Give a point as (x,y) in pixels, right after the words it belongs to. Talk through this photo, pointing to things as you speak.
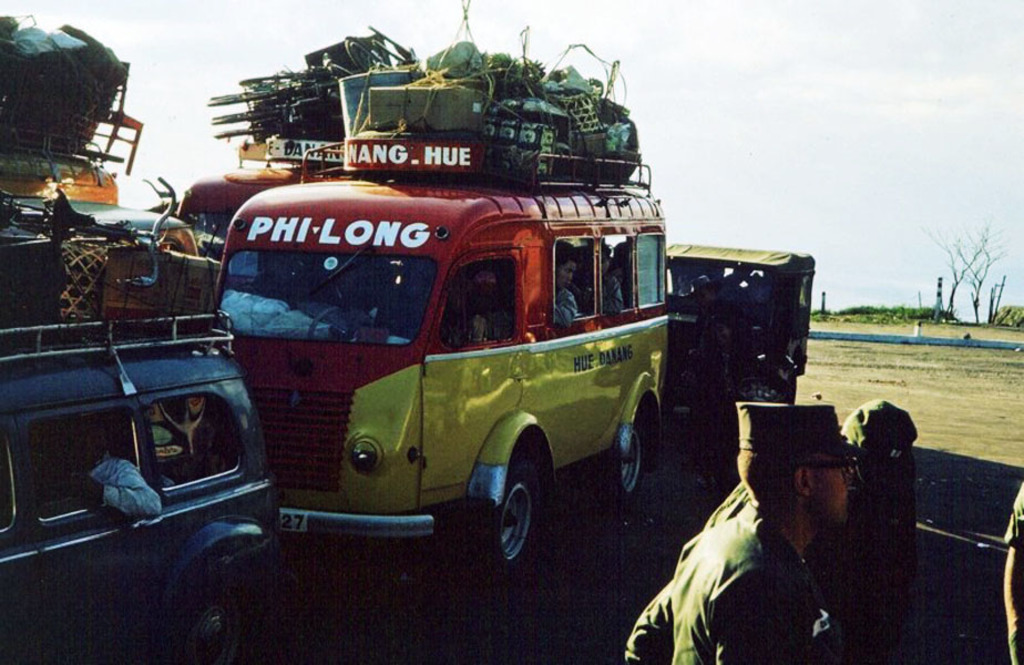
In this image I can see a person (768,565) wearing cap (765,448) and dress (783,573) and a van (217,555) which is blue in color and a person (121,498) sitting in the van (86,490) and on the van (129,436) I can see few objects (74,273) and behind it I can see another vehicle (461,387) which is yellow and red in color and few persons (497,322) in it and behind it I can see a jeep (735,329). In the background (876,121) I can see the sky (857,144), few trees (979,288), few poles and the ground (944,377).
